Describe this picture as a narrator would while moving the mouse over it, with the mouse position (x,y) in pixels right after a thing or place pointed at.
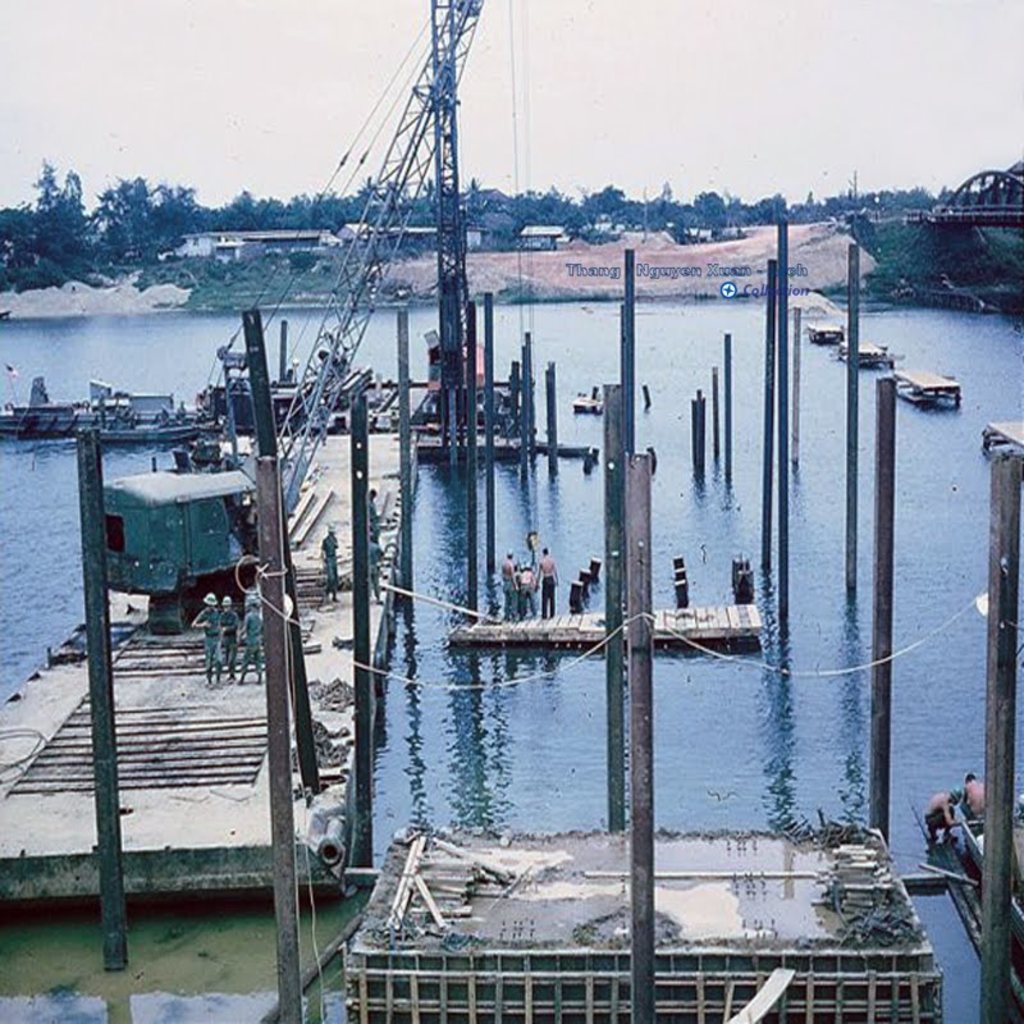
The picture is clicked in a river (711,742) where we observe the construction equipment (244,518) is on the barge (324,632) and there are pillars (272,617) building in the river (720,527).
